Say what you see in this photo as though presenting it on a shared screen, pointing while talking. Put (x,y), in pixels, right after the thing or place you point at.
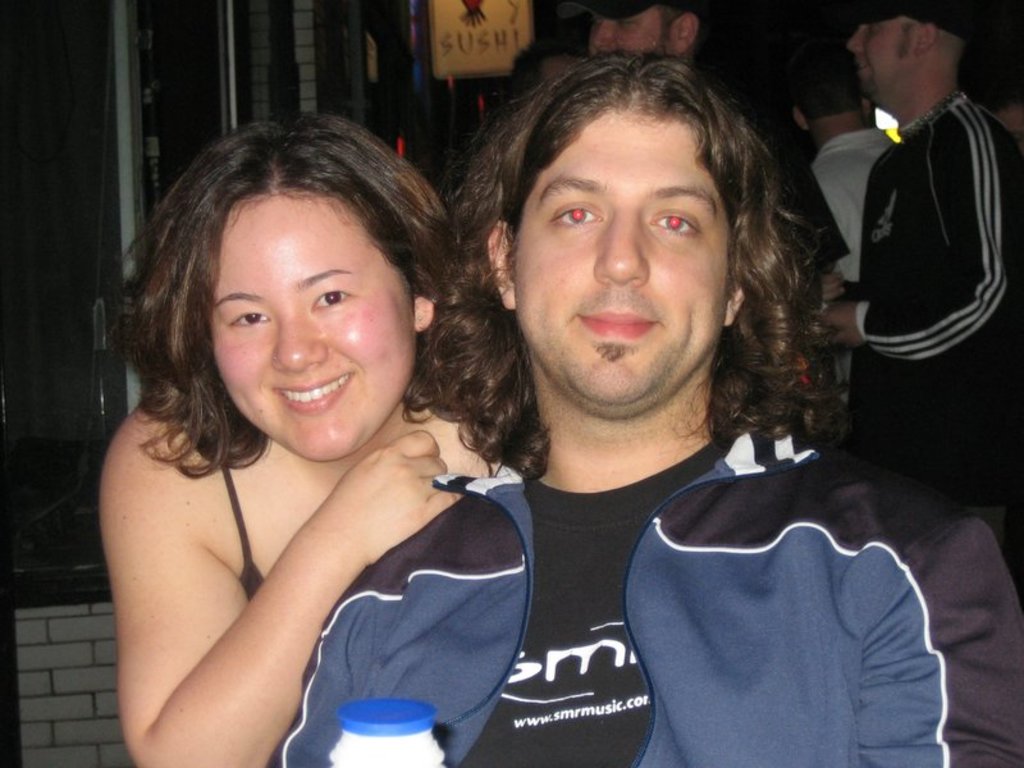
In this picture few people (876,88) standing in the back (890,84) and a board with some text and I can see a man (609,596) sitting and a woman (402,528) on the side.
